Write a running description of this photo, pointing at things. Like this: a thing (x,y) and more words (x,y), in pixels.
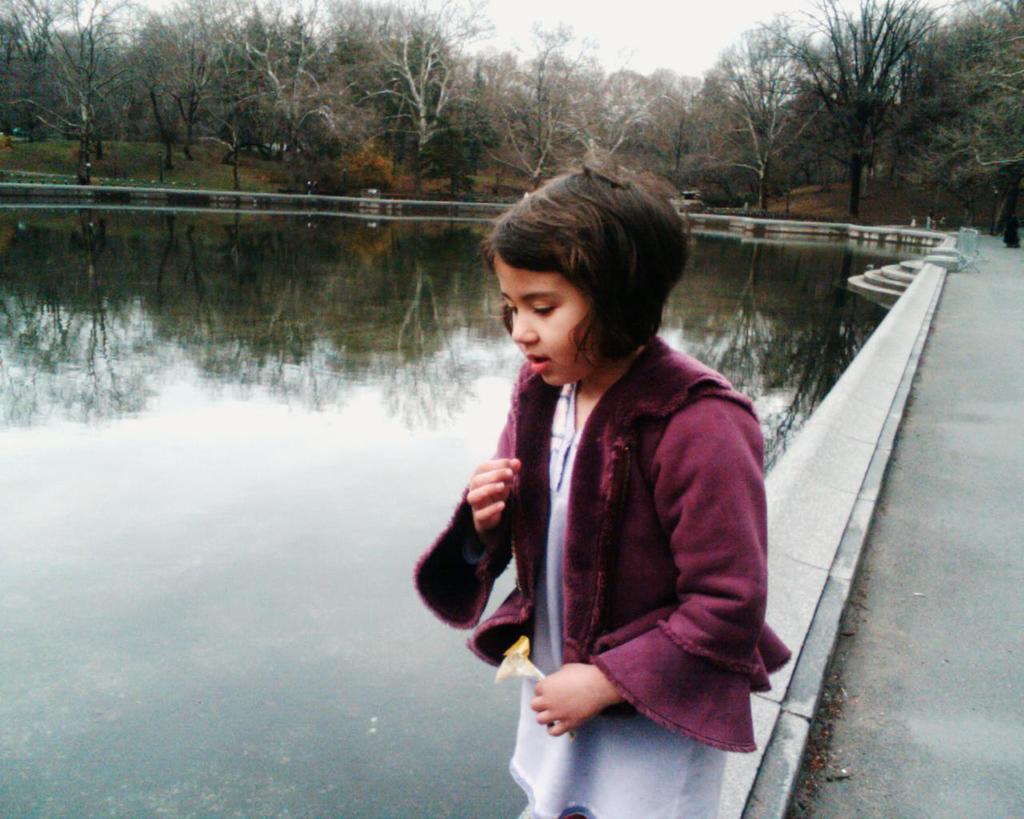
In the center of the image (571,485) we can see one girl (605,572) standing and she is holding some object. And we can see she is wearing a jacket (693,633). In the background (774,348), we can see the sky (698,4), clouds (650,60), trees (898,59), water (413,485), staircase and a few other objects (76,197).
